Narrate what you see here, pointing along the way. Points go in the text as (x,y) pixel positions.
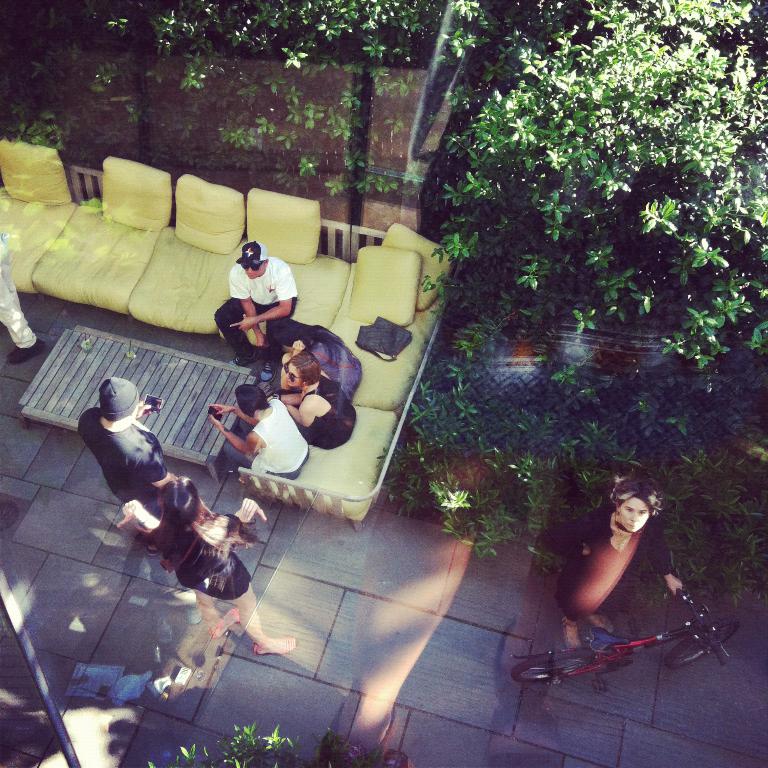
In this image there is a person (601,548) standing by holding a bicycle (612,656), behind him there are a few people (290,427) sitting on the couches (161,284), on the couches (161,284) there are cushions (172,279), in front of them there is a table (68,364), beside the table (101,382) there are a few people (115,486) standing, around them there is a fence (118,112), plants (461,436), metal rod (55,700) and trees (576,169).
